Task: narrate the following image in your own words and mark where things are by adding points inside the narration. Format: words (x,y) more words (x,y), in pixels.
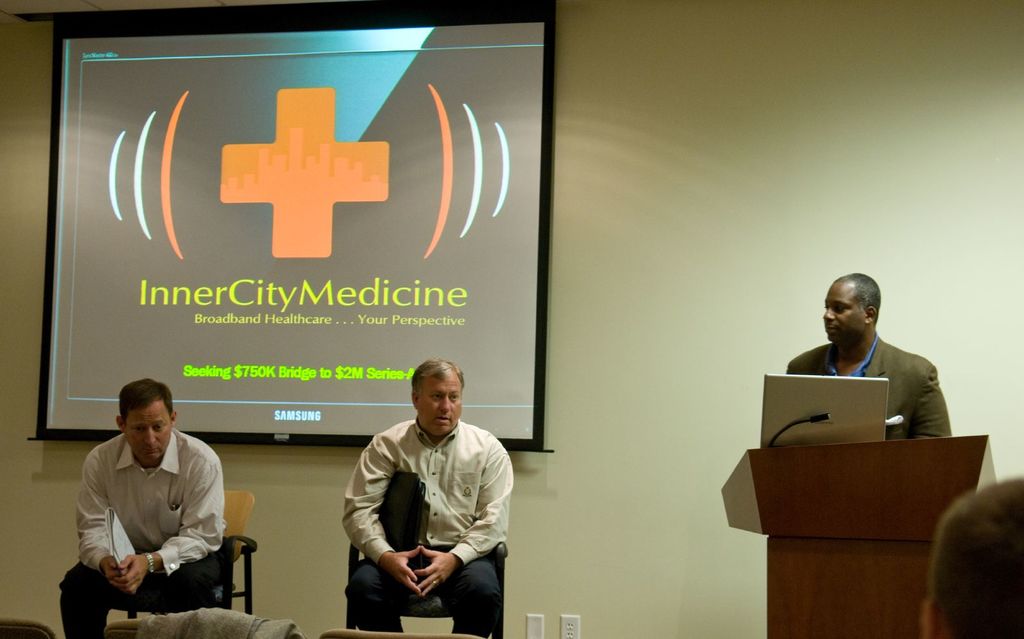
In this picture we can see a projector screen (329,207) and the wall (916,73). We can see a man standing near to podium (747,479). We can see a laptop (848,413) and a mike (826,416). Beside to him we can see men (503,512) sitting on the chairs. On the left side (111,581) we can see a man (124,578) is holding a book (121,549) in his hands (115,569). At the bottom portion of the picture (249,630) we can see a cloth (229,636), a person head (964,599).
